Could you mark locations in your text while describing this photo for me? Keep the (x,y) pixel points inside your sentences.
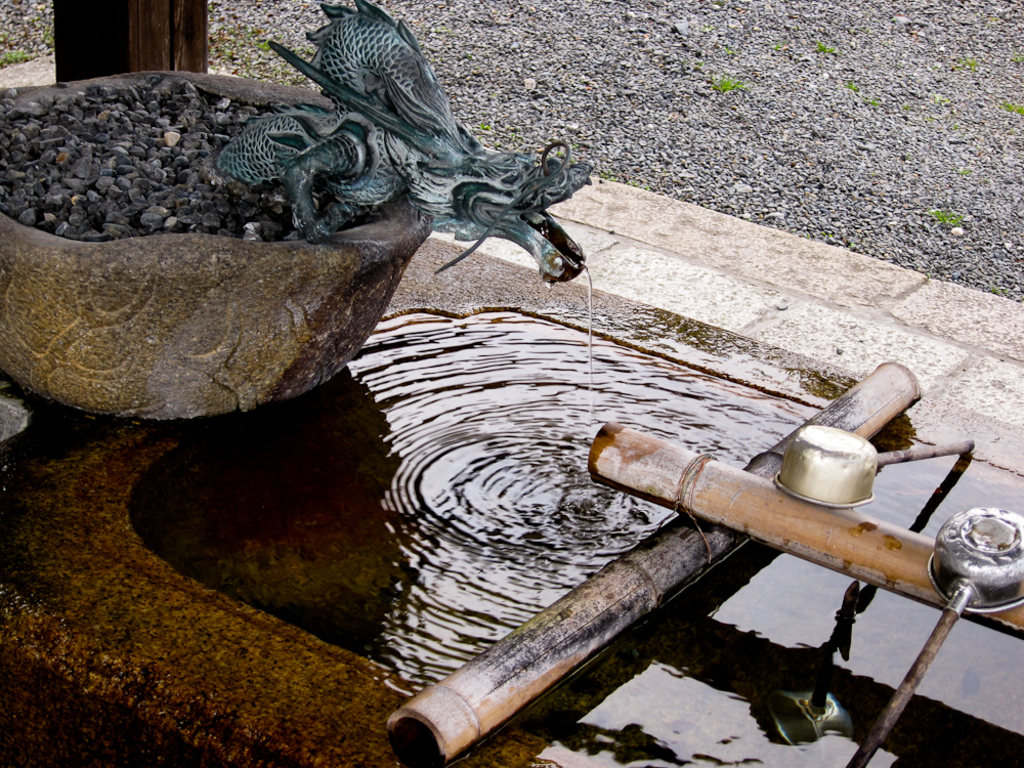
In this picture there is an object (179,277) in the left corner (177,247) and there is a dragon statue (318,174) on it where the flow of water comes from the mouth (570,254) of the dragon statue (577,267) and there are few other objects (818,519) in the right corner (827,524).
